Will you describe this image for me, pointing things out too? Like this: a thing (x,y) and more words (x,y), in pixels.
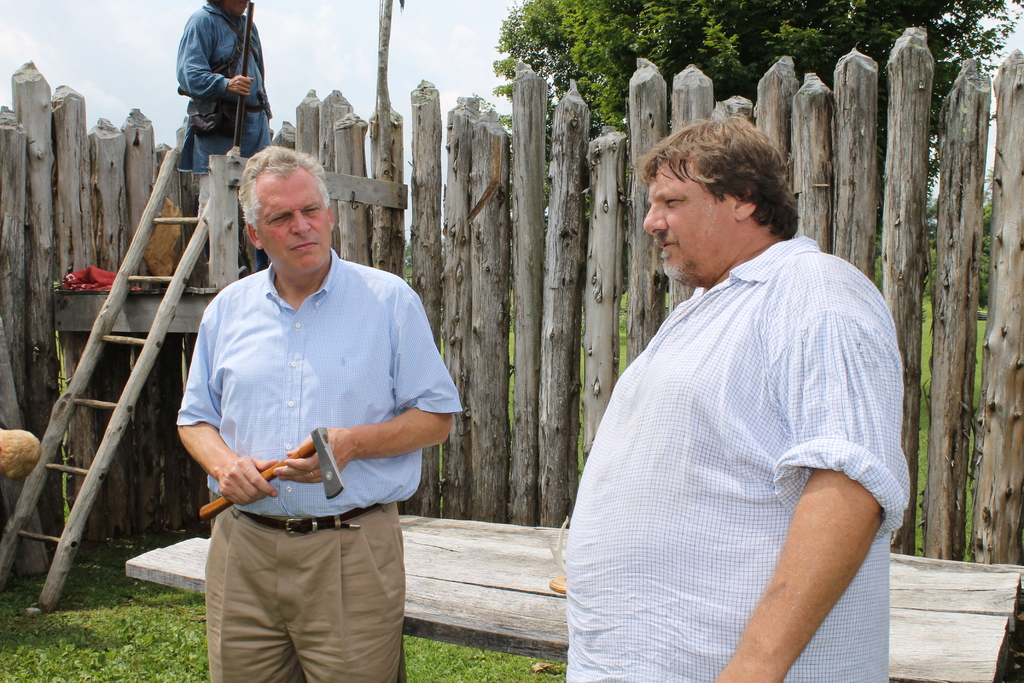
In this image, we can see persons (339,335) in front of the fencing (848,172). There is a person (313,300) in the middle of the image (375,331) holding an Axe (326,438) with his hands (256,488). There is a ladder (95,400) on the left side of the image (136,388). There is a tree (947,35) in the top right of the image (954,30). There is a sky (443,30) at the top of the image (357,29).
